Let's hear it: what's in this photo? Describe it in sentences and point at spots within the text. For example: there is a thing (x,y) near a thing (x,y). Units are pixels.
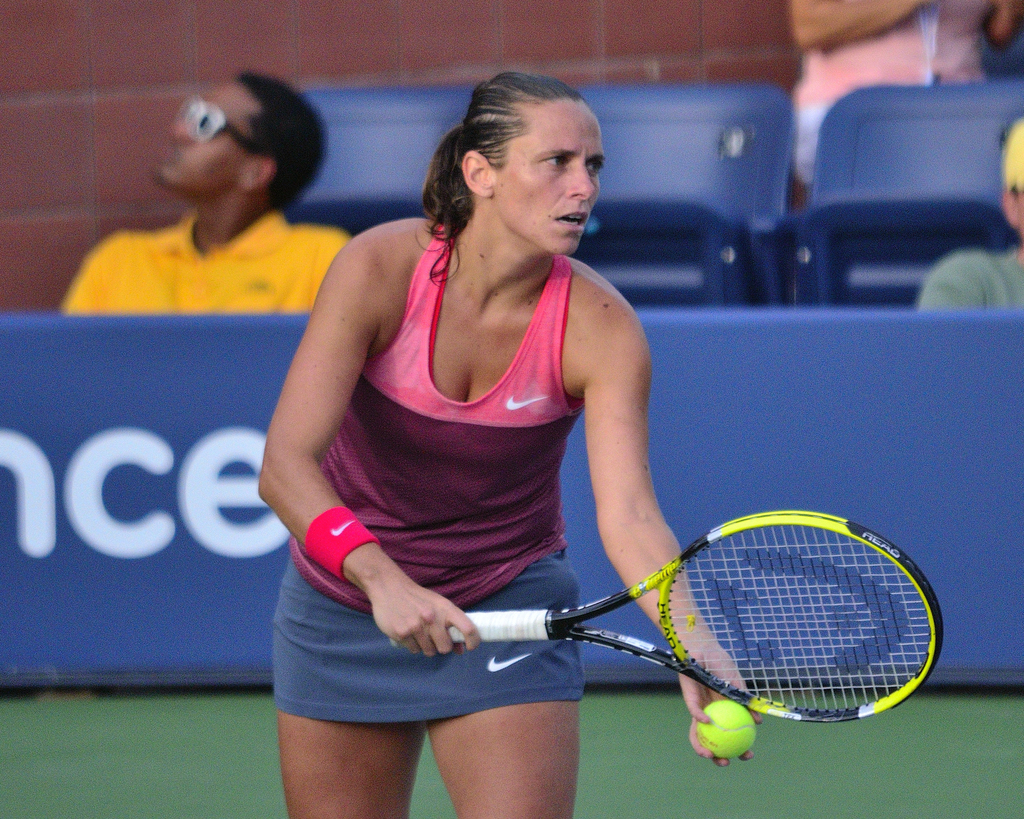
In this image i can see a woman (439,474) who is holding a tennis bat (780,552) and a ball (730,734) in her hands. The woman (481,556) is wearing a red color dress (459,510) and behind the women (371,429) a man (203,299) is wearing a yellow color t-shirt (142,252) and a glasses (203,128) is sitting on the chair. And in the right side of the image (947,46) there are few people (972,43) who are also sitting on the chair (922,158).
